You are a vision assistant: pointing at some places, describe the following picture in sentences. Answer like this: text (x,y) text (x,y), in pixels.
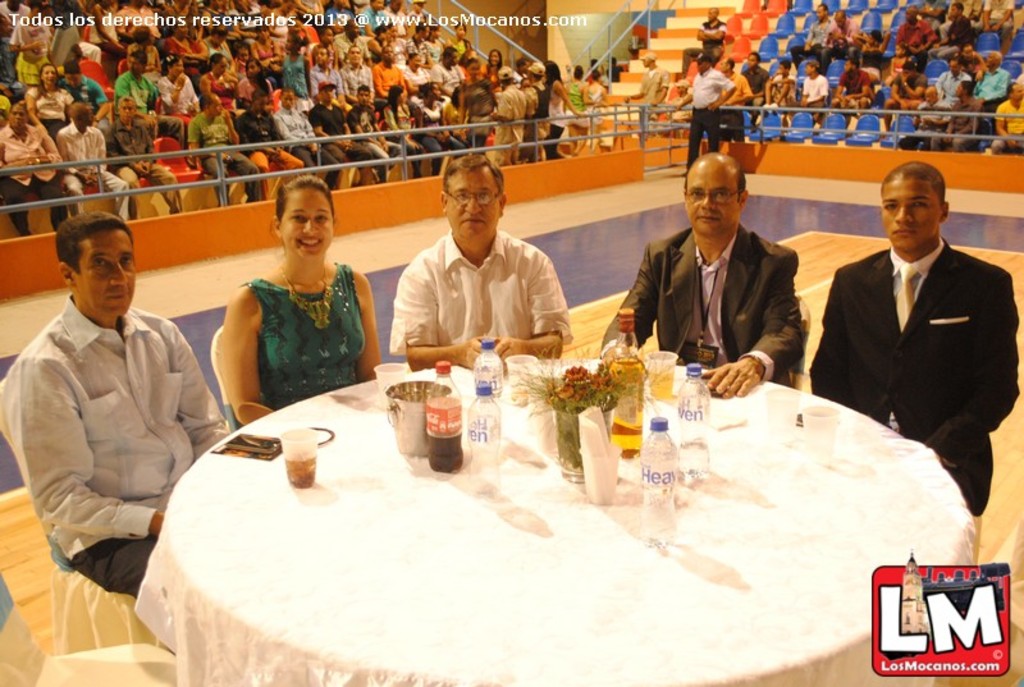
In the background (776,75) we can see people (126,78) sitting on the chairs (942,66). We can see the stairs (674,58) and a railing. A man (706,66) is standing. We can see four men (723,158) and a woman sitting on the chairs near to a table (749,420). On the table (420,467) we can see bottles (443,369), glasses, tissue (600,451) in a glass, flower vase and few objects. At the bottom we can see the floor (202,266). At the top (50,22) we can see there is something written. In the bottom right corner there is a logo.
